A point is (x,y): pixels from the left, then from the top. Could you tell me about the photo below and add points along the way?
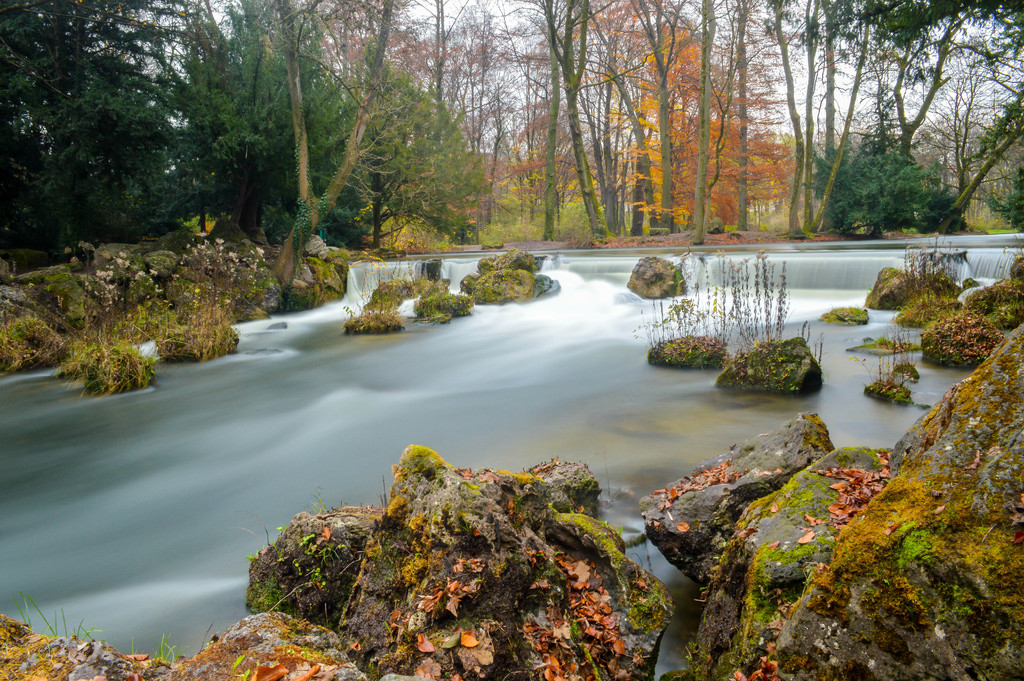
In this image we can see water (824,385), rocks (793,421), plants (219,330), and trees (598,157). In the background (868,102) there is sky (794,59).
